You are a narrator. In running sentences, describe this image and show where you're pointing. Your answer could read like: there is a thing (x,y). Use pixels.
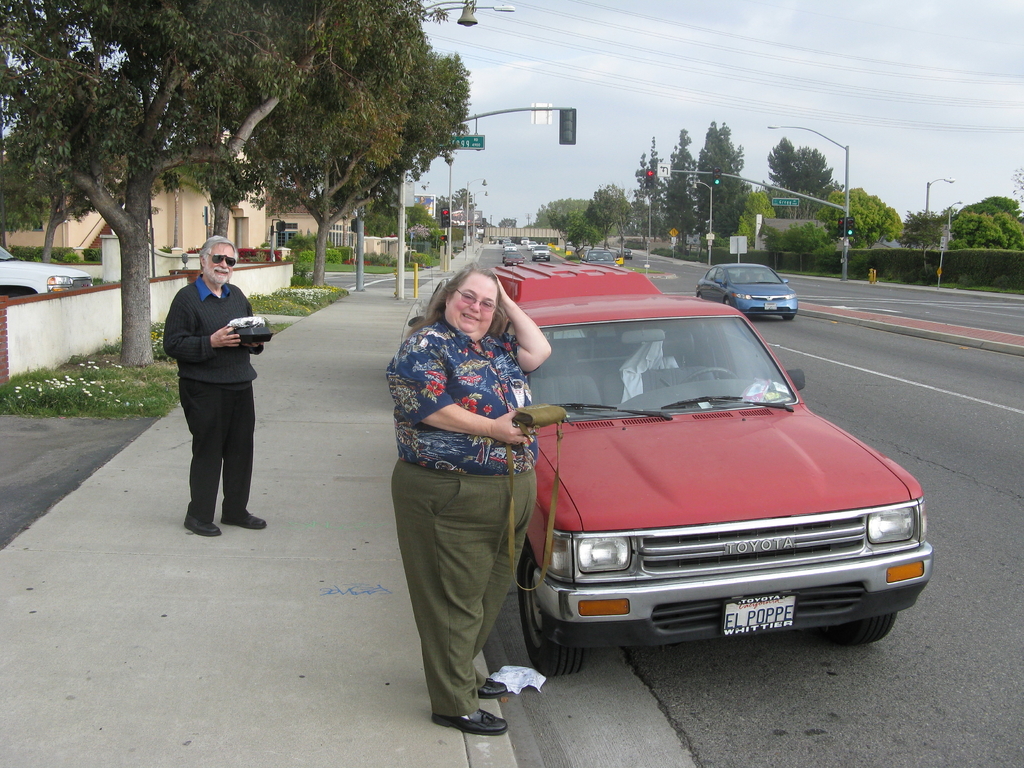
In this picture we can see a woman (415,437) holding a bag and standing on the path (332,432). Few vehicles (583,449) are visible on the road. There is a person (206,331) holding an object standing on the path (349,340). We can see street lights (401,232), some boards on the poles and a traffic signal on the path (319,432). Sky (874,90) is cloudy.
